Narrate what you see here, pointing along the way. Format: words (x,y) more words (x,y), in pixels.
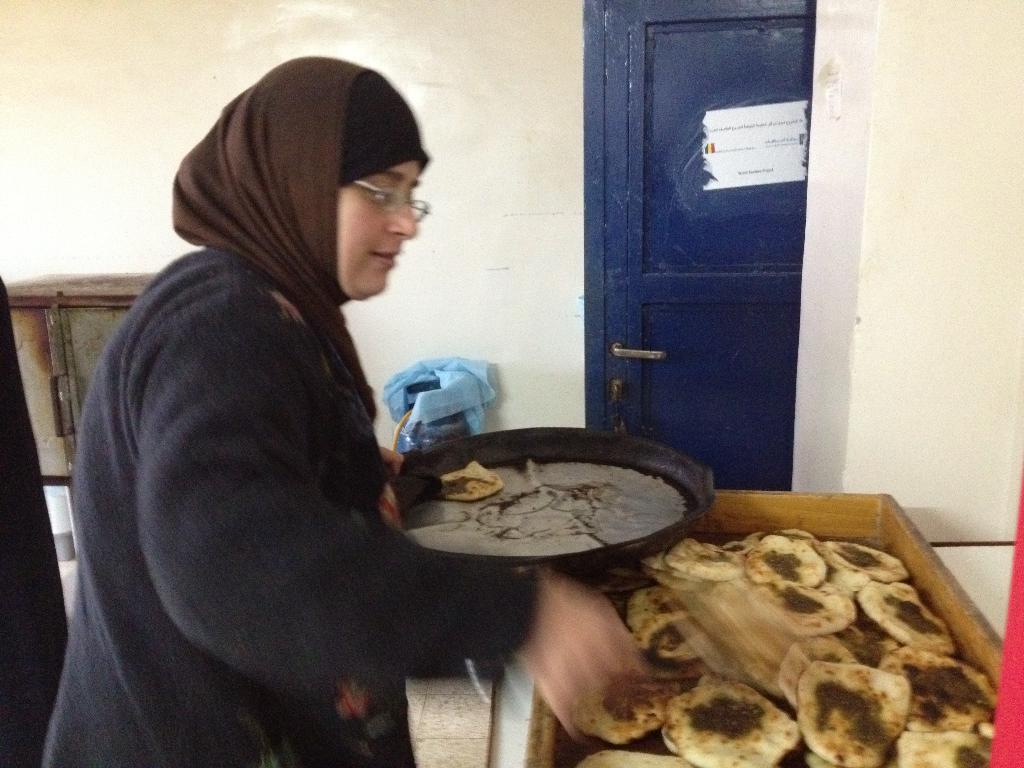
This picture shows a woman (227,339) standing and holding a tray (523,534) in her hand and we see some food (745,543) in the box (916,565) on the table (512,700) and we see a door (738,373) and metal cupboard (97,325) on the side to the wall (439,242) and she wore spectacles (404,198) on her face (380,234).
